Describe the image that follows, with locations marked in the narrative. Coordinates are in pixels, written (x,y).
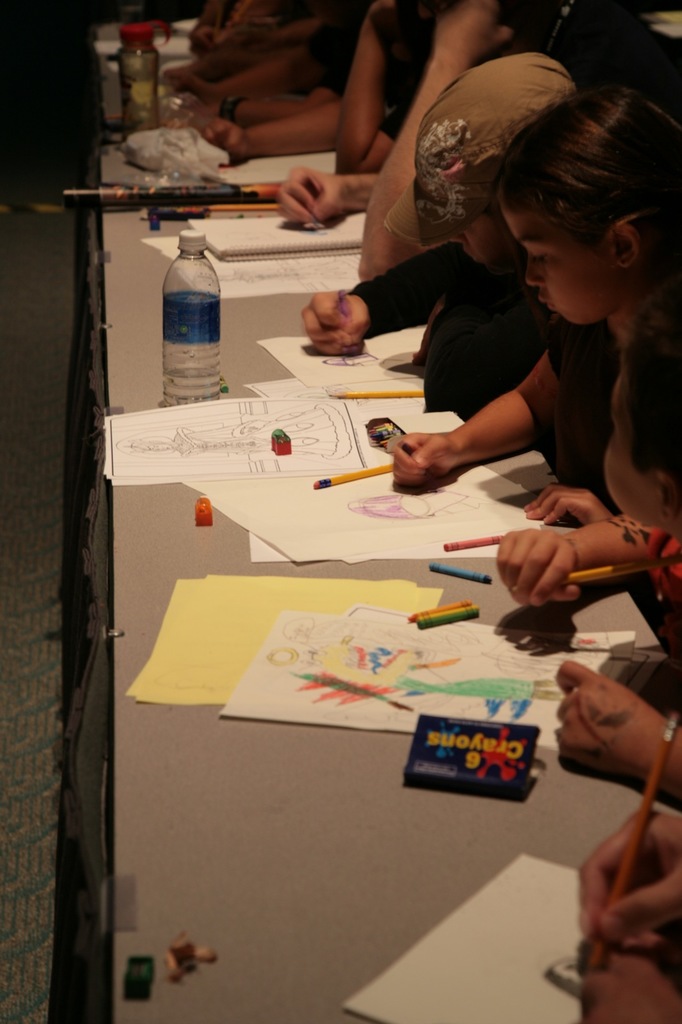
In the image there is a long table (355,979) and there are a group of kids (532,228) sitting in front of the table (185,816) and they are drawing some images (340,365) on the papers (476,638), on the table (368,562) there are papers (306,603), crayons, bottles (198,282) and other things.
